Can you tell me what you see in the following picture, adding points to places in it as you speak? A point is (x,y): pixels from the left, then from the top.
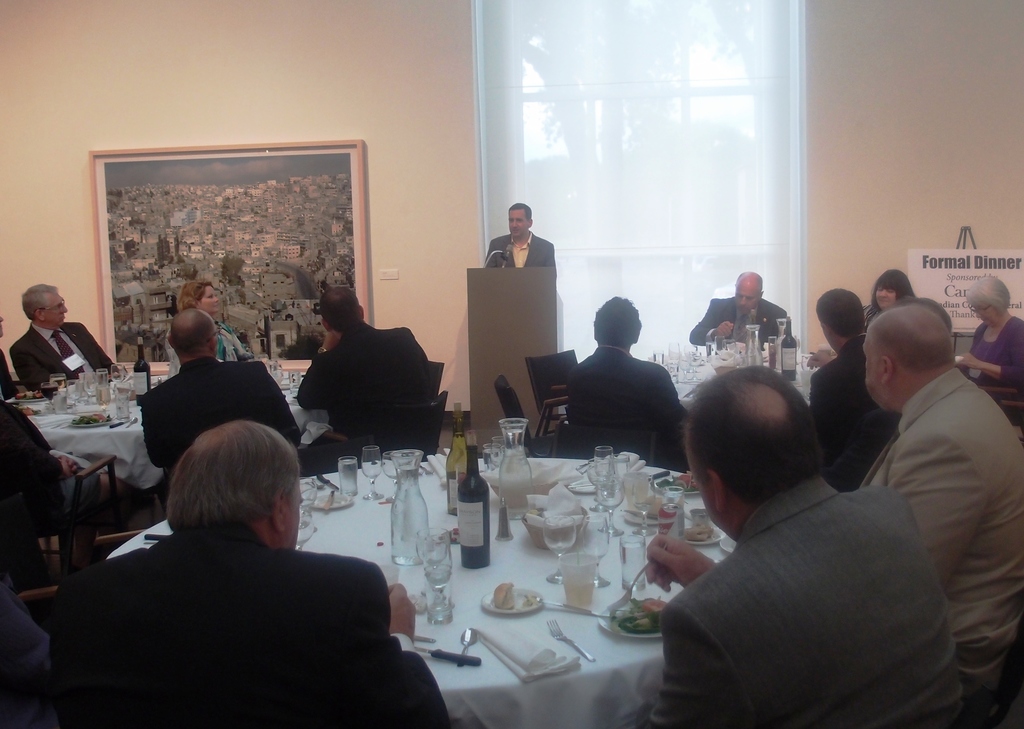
In this image I can see some people (702,434). I can see a person (536,247) standing near the podium (502,316) with a mike (508,257). I can see some objects (483,514) on the table (472,606). On the right side (967,281), I can see a board (960,278) with some text (948,280) written on it. On the left side (247,263) I can see a photo frame (257,226) on the wall (364,116).
